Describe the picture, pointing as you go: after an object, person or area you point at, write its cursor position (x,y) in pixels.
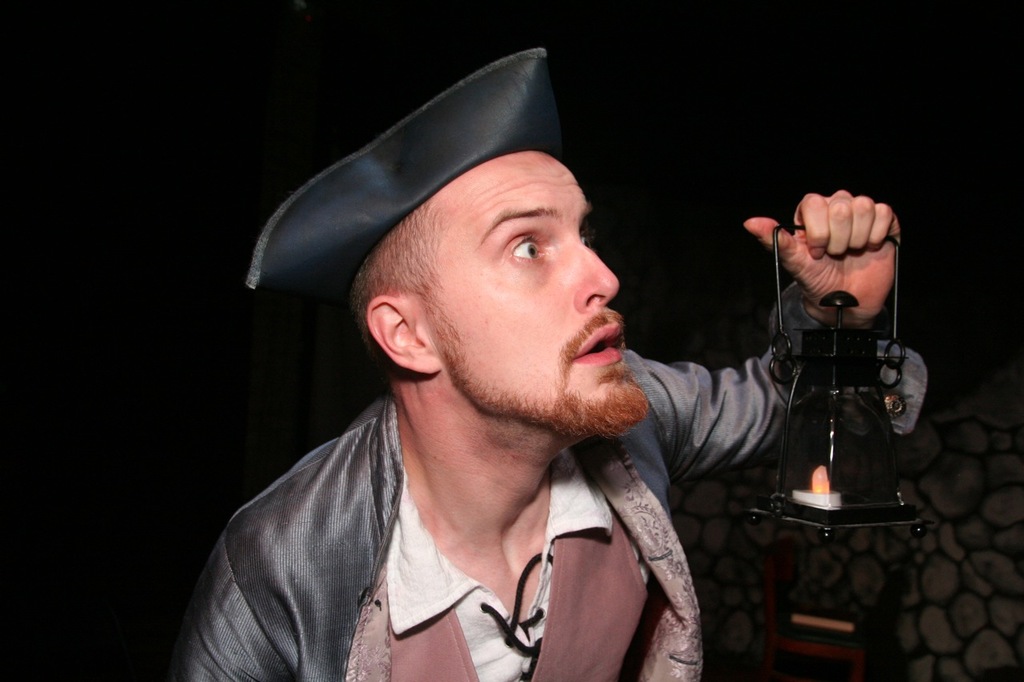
There is a man (484,390) holding lantern lamp (826,411) and wearing cap (383,240). On the background (995,565) we can see wall (940,581).
